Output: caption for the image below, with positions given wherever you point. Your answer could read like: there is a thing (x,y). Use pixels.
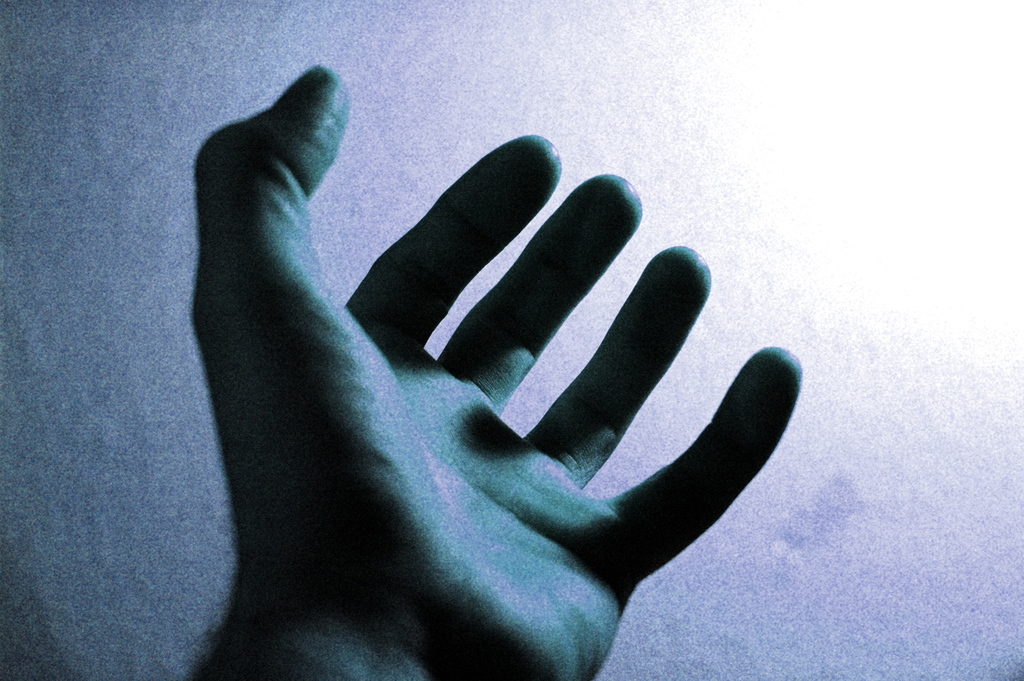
In this image I see a hand (274,392) of a person (471,363) and it is a bit white in the background (815,140).
